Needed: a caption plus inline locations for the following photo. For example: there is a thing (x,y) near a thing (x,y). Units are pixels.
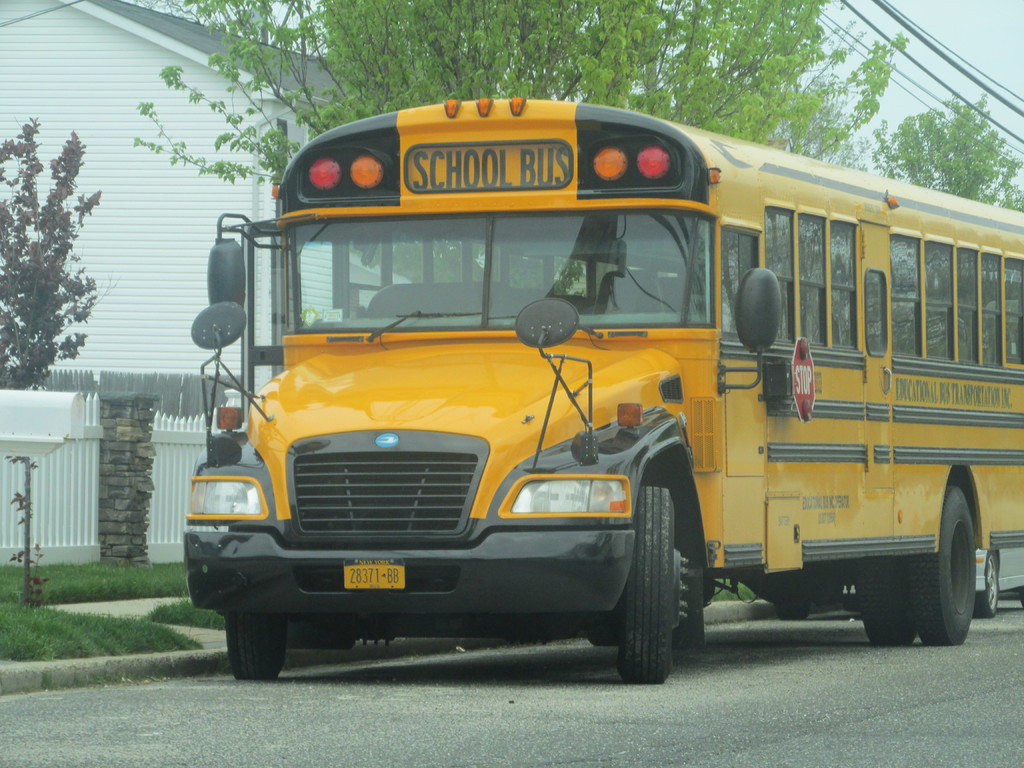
This picture is clicked outside. In the center (362,415) we can see a yellow color bus (532,384) and we can see the text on the bus (990,452). On the left (95,642) we can see the green grass (106,621), house (138,182), white color fence (162,450), plant (15,330) and trees (732,68). In the background (920,35) we can see the sky (972,15) and cables (958,96).
